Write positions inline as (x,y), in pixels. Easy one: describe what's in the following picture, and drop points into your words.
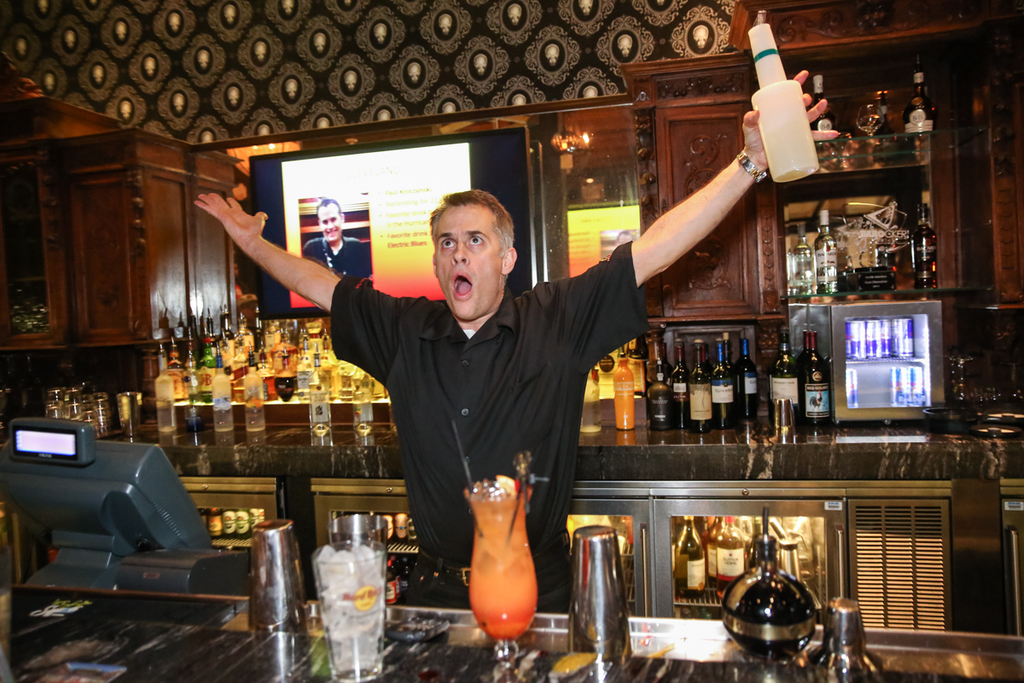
There is a man (484,263) in black color shirt (453,367), opened his mouth (453,292) and stretched his both hands (258,236), holding a bottle (765,122) with one hand (671,239) and standing in front of table (294,643), on which, there are glasses (343,636) placed in reverse position and there are other objects (247,564). In the background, there are bottles (748,418) arranged on the table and on the shelves (845,139), there is a monitor (521,272) and there is a wall (497,45).
